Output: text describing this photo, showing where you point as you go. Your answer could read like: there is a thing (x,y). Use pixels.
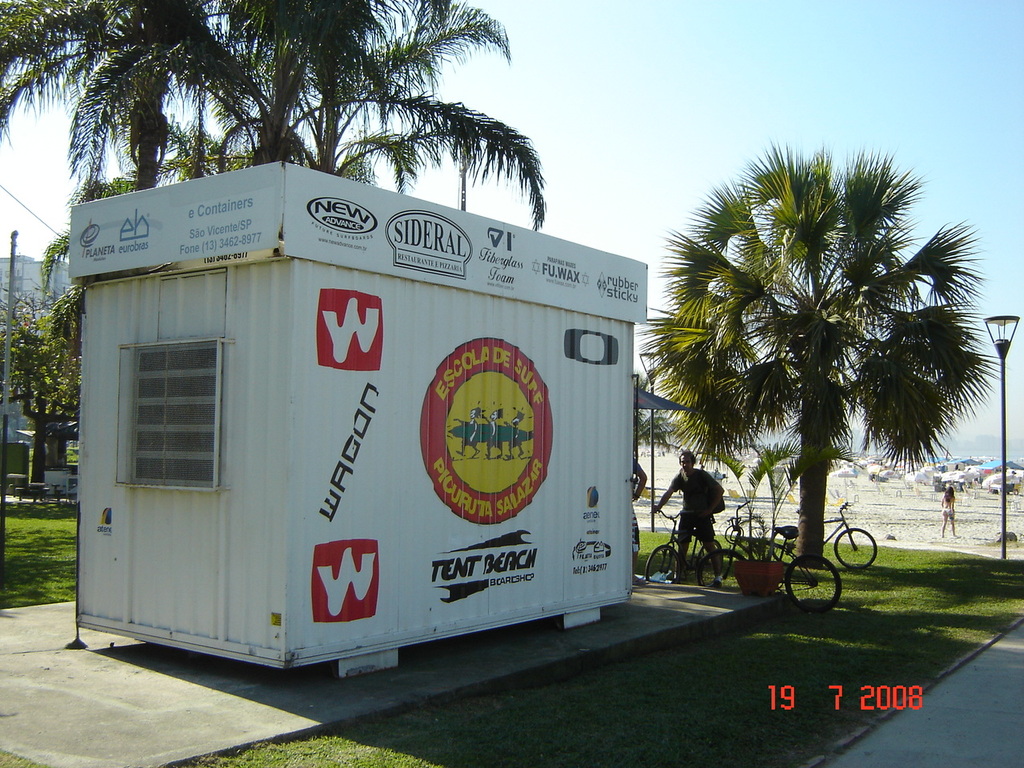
In this image there is a shop (239,316) on the floor (297,718). Few bicycles (802,585) are on the grassland (802,585). A person (712,506) is holding a bicycle (693,576) and he is standing on the grass land (849,693). Beside him there is a person (636,512) standing. A person (944,513) is walking on the land (911,508). There is a street light (1004,535) on the grassland (938,619). Background (821,491) there are few trees (47,424). Left side there is a building (20,265). Top of the image (611,88) there is sky (709,78).
